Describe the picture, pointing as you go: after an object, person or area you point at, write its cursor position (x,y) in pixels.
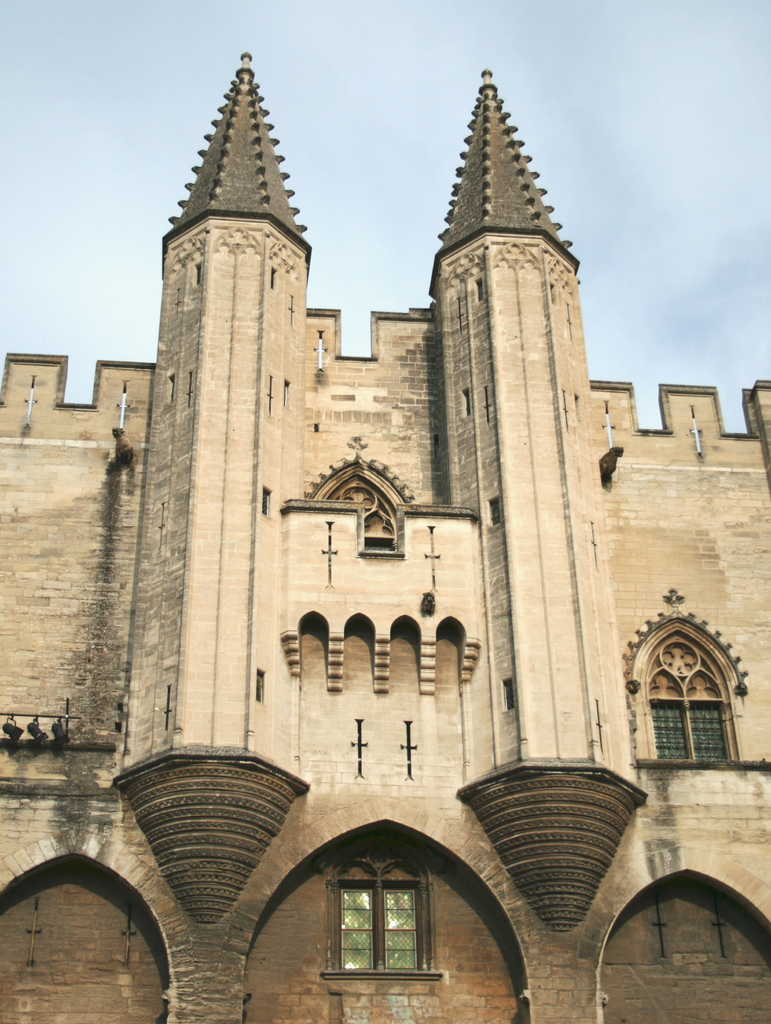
In this picture I can see the church (546,442). At the bottom (402,951) there is a window (405,930). At the top (338,70) I can see the sky (377,39) and clouds (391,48).
